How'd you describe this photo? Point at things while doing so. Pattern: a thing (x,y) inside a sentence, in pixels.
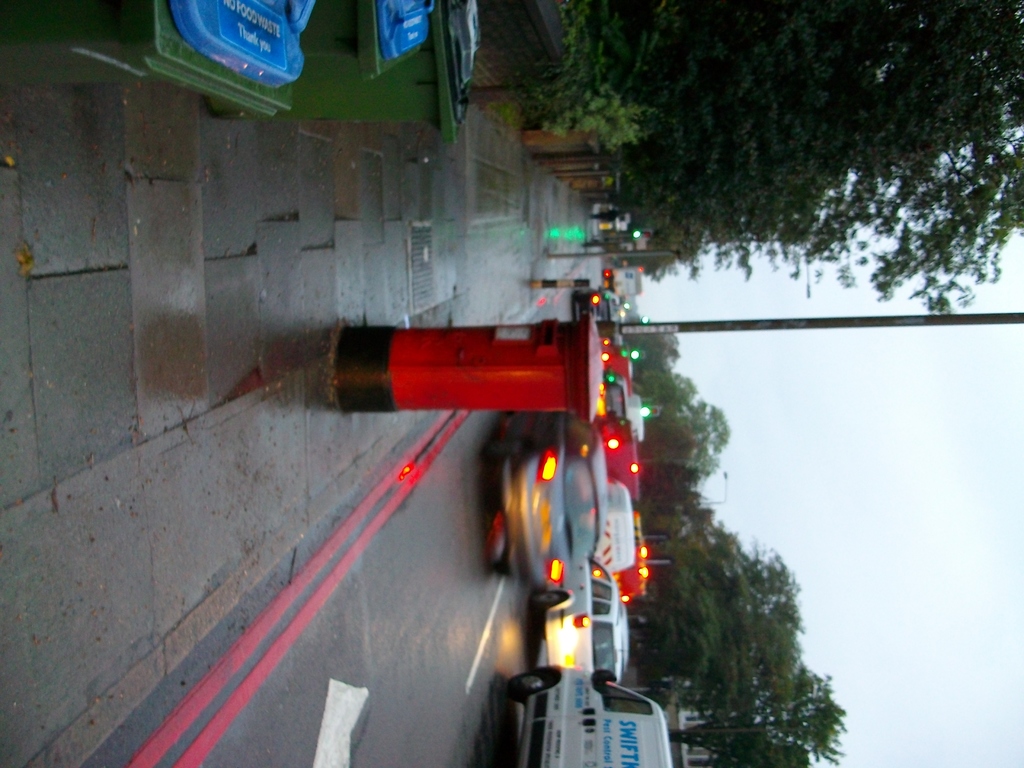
This picture is clicked outside the city (506,403). At the bottom (409,625), we see the road (521,594) and the cars (601,653) are moving on the road (482,651). In the middle (374,347), we see a post box (531,383) and the poles (615,331). On the left side (326,486), we see the footpath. In the left top (100,11), we see the garbage bins (208,78) in green and blue color. In the right top (852,13), we see the trees (631,185), poles (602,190) and the buildings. On the right side (854,428), we see the sky (900,632).
